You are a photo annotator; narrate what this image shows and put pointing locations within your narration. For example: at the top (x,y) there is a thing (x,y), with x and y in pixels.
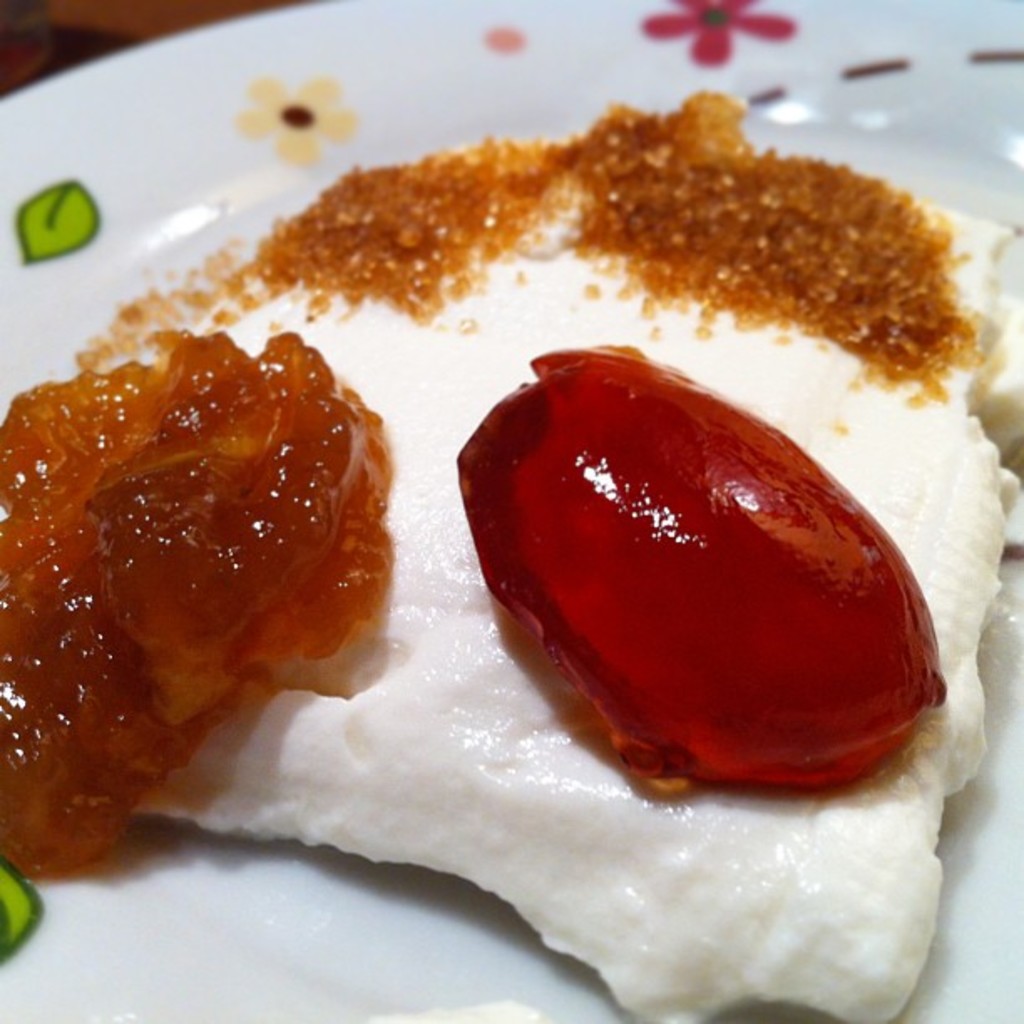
This is a zoomed in picture. In the center (435,653) there is a white color floral plate (662,52) containing some food item (720,376).
